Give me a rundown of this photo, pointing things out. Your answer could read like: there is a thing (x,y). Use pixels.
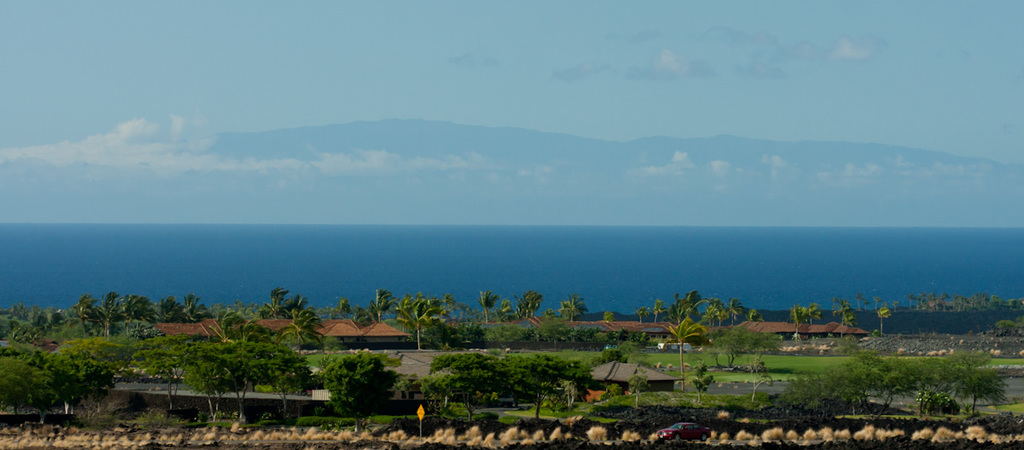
In this picture we can observe trees (497,376) and houses (368,329). We can observe an ocean (640,248). In the background (343,153) there are hills (463,145) and a sky (335,98) with some clouds (194,154).
